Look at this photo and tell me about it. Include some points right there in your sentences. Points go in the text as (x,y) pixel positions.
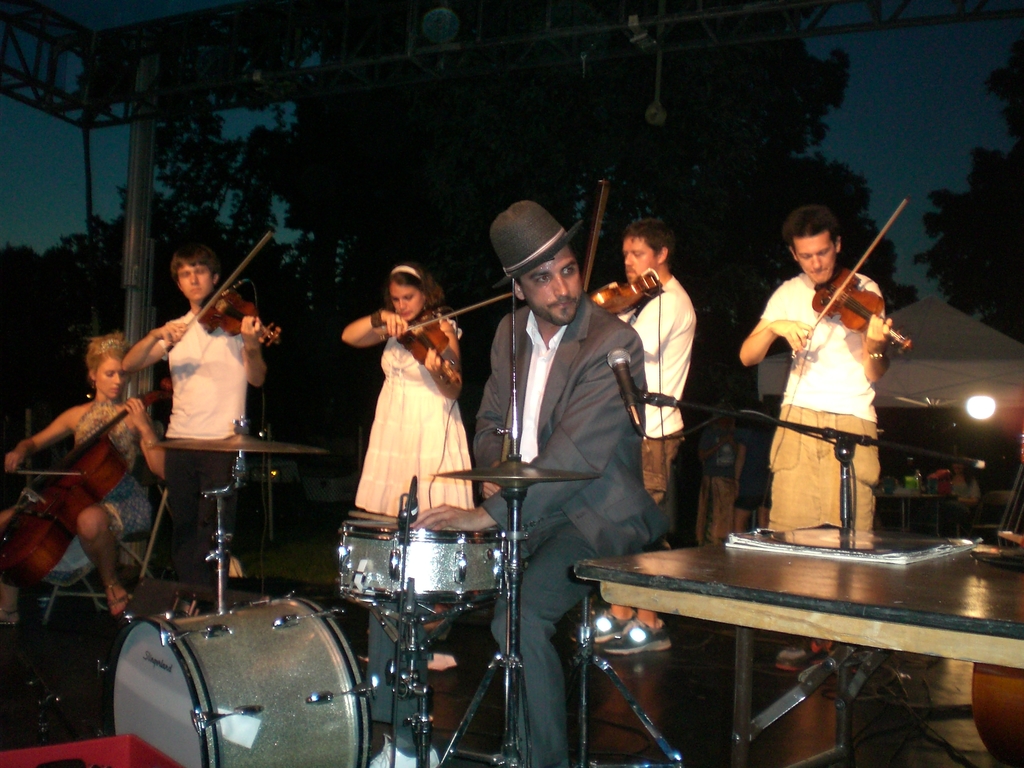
A man (579,461) wearing a suit (584,401) and a hat (534,250) is playing drums (414,573). Beside him there is a table (890,597). In the background (791,354) there are four persons (807,336) wearing white dress (827,318) is playing violin (237,327). A lady (136,432) in the left corner (122,524) is sitting on a chair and playing a big violin (75,485). In the background (380,186) there are trees (702,153) and sky (891,118). And there are lights (980,410) in the background (973,418).
